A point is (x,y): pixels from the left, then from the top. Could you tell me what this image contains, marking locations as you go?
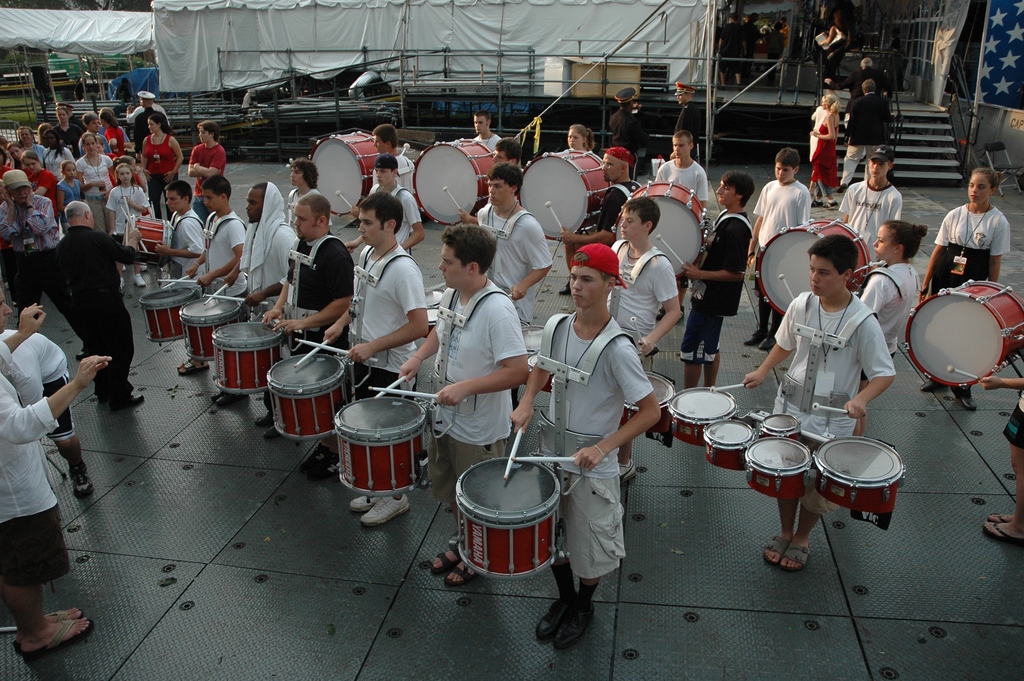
In this image there are group of people (606,254) who are standing and they are holding drums (412,445) it seems that they are drumming on the top of the image (410,24) there is one tent (495,9) on the top of the right corner (915,114) there are some stairs (927,164) and stage (713,88) on the left side of the image (57,30) there is one tent (43,41) and some grass (16,105) is there.
